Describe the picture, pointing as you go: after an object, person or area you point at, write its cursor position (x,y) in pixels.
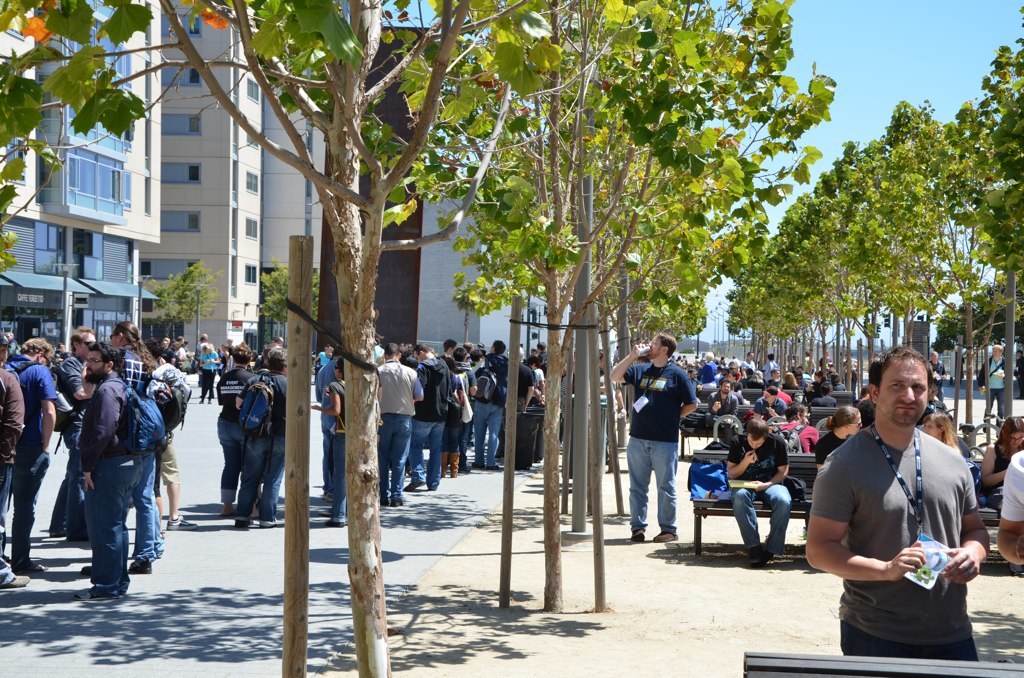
To the left side of the image (176,614) there is a road (177,626) with many people (502,367) are standing. And to the right side of the image (773,490) there are many benches (808,464) with few people (731,396) are sitting and few (667,456) are standing. There are many trees (365,290) to the right corner of the image (765,253). In the background (268,269) there are many buildings (230,160) with walls (139,188), glass windows (113,196) and pillars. To the top right of the image (939,62) there is a sky (939,67).
